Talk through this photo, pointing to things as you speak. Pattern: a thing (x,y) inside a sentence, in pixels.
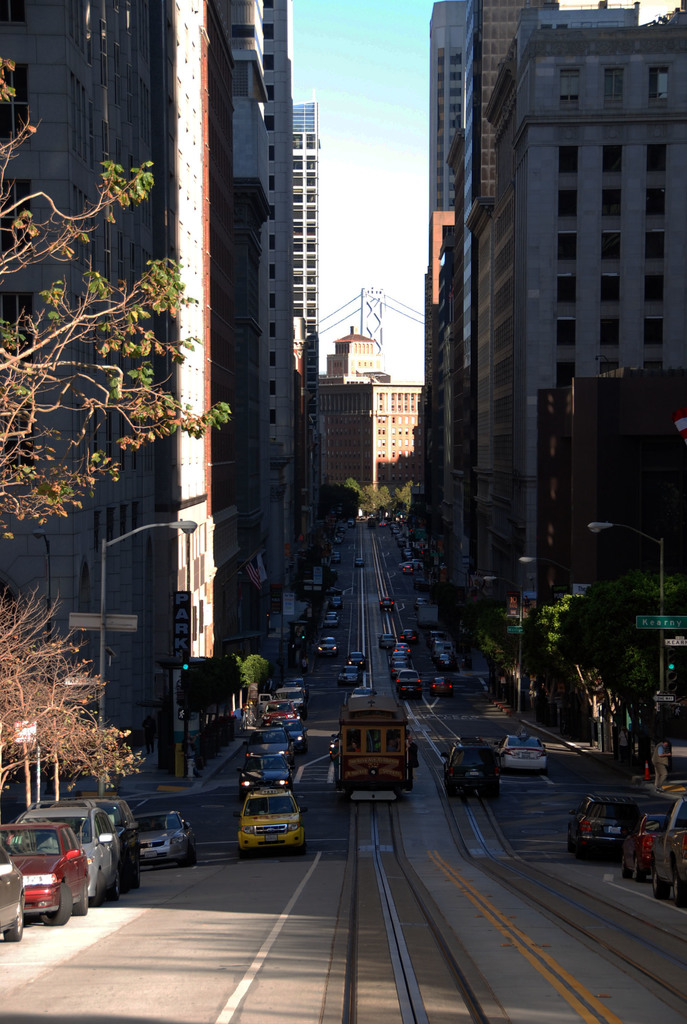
This picture is clicked outside. In the center (330,614) we can see the vehicles (81,889) seems to be running on the road (409,857) and we can see the trees (485,622), buildings (106,383), text (649,622) on the boards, lampposts (520,643) and some other items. In the background (377,164) we can see the sky (380,129), metal rods (384,310), buildings (275,425) and trees (353,499).
